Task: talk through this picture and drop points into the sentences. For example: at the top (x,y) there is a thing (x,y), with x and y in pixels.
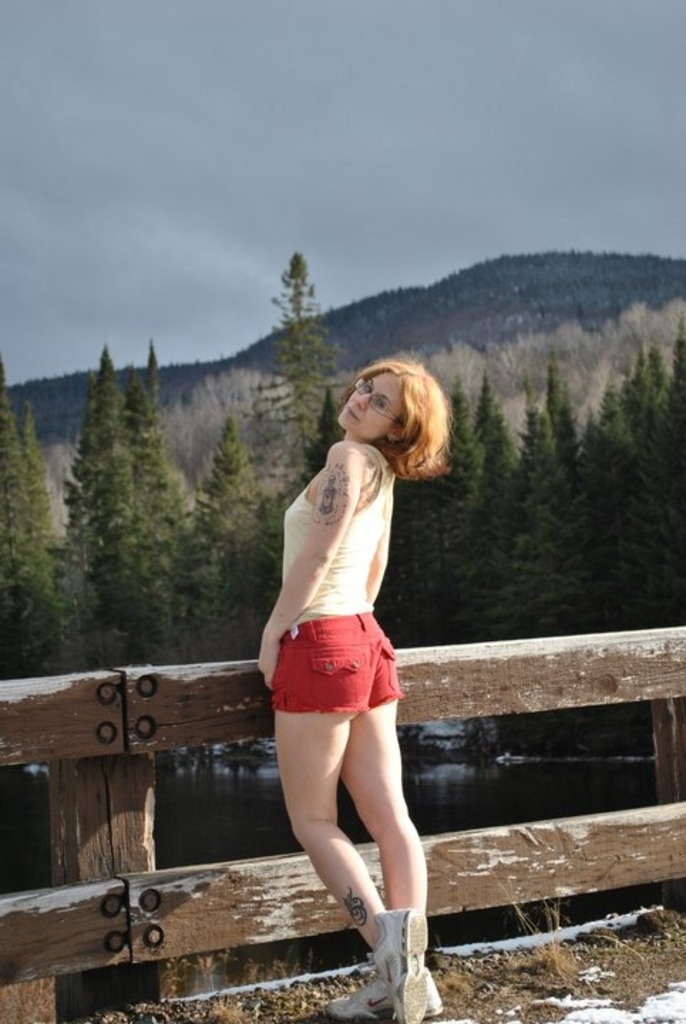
In this image there is a woman (329,737) standing. Behind her there is a wooden fence (147,711). Behind the fence (145,786) there is the water (202,802). In the background (157,528) there are trees (495,424) and mountains (492,278). At the top (254,124) there is the sky (342,104). At the bottom (594,988) there is snow (572,1008) on the ground (536,953).
